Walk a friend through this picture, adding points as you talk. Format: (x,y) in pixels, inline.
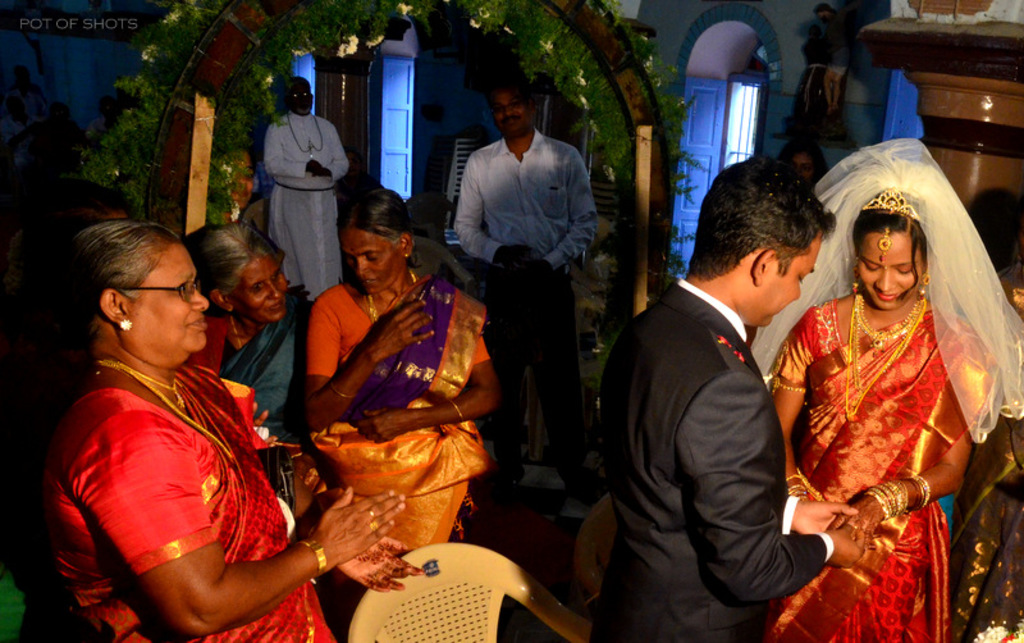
In this picture we can see a man (732,409) and a woman (914,292) on the right side (864,464). We can see man (810,530) holding a hand (877,514) of a woman (883,527). There are three women (134,469) visible on the left side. We can see two people (331,186) at the back (477,204). There is a pillar (951,67) visible on the right side (954,113). We can see a few decorative plants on an arch (189,105). There are a few objects (365,117) visible in the background (547,91).
